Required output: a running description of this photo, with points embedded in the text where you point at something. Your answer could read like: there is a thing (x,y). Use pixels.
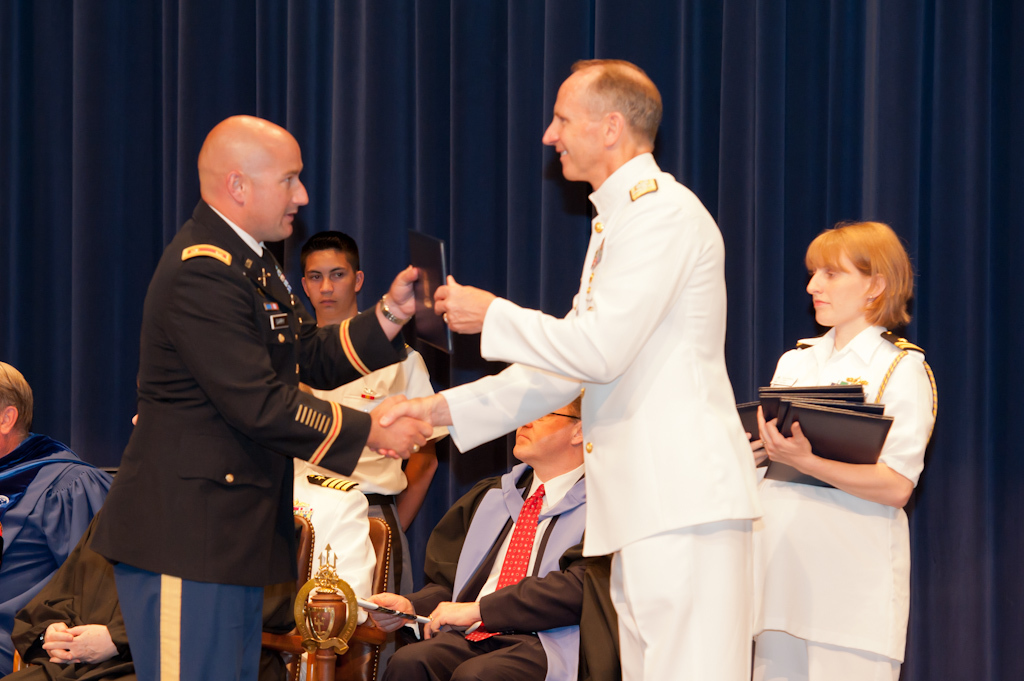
In the picture there are two delegates (180,395) greeting each other and behind them there are some other officers (60,583) sitting on the chair (374,528) and behind them there are two people (840,368) wearing white costume (900,420) and the woman (853,365) is holding some object (844,441) in her hand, there is a blue curtain (518,74) behind these people (901,403).
